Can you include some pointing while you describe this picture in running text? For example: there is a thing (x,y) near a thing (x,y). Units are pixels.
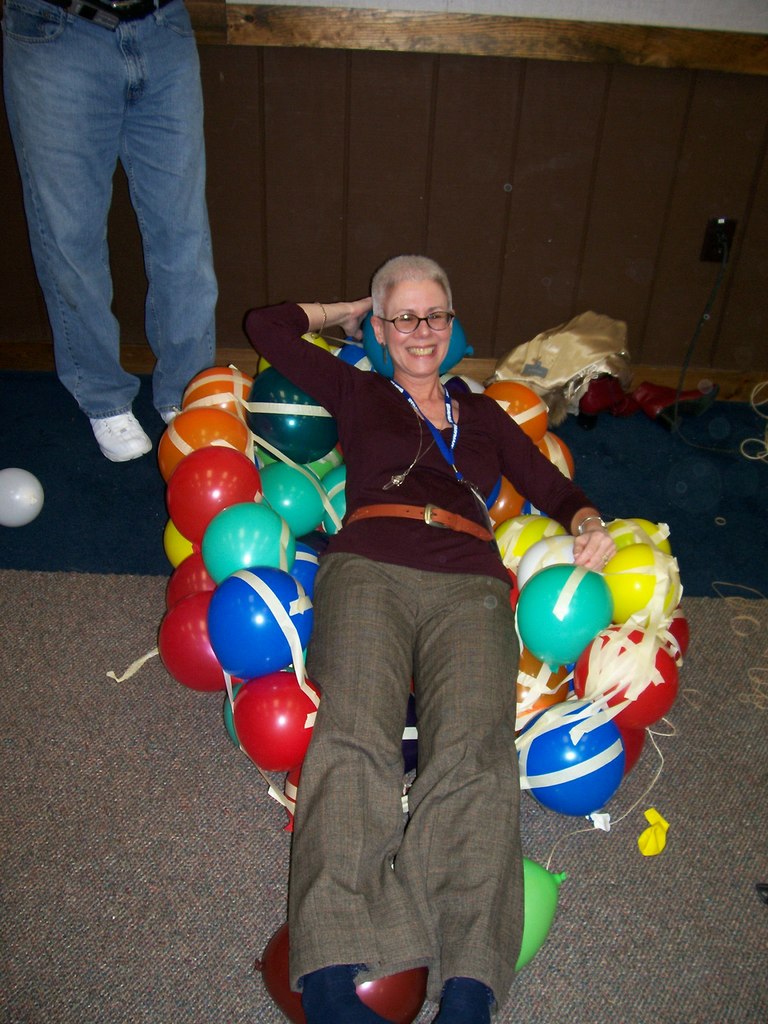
In this image there is a person (134,172) standing on the left corner (80,178). There is floor (81,893) at the bottom (89,930). There is a person (406,900) and there are colored balloons (566,542) in the foreground (455,716). There is a brown color in the background (541,181).
